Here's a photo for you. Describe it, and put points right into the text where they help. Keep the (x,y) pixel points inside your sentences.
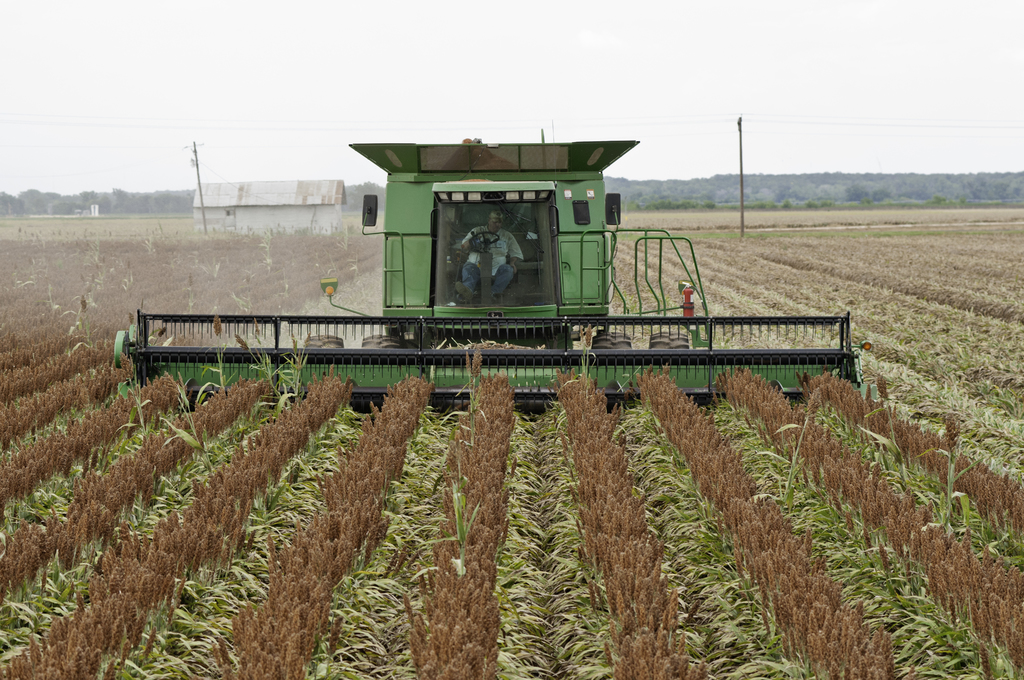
In this image, we can see a person (495,264) is riding a tractor (591,257) in the field (62,545). Here we can see plants (619,448). Background (252,214) there are few poles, shelter (300,214), trees (953,183) and sky (575,65).
